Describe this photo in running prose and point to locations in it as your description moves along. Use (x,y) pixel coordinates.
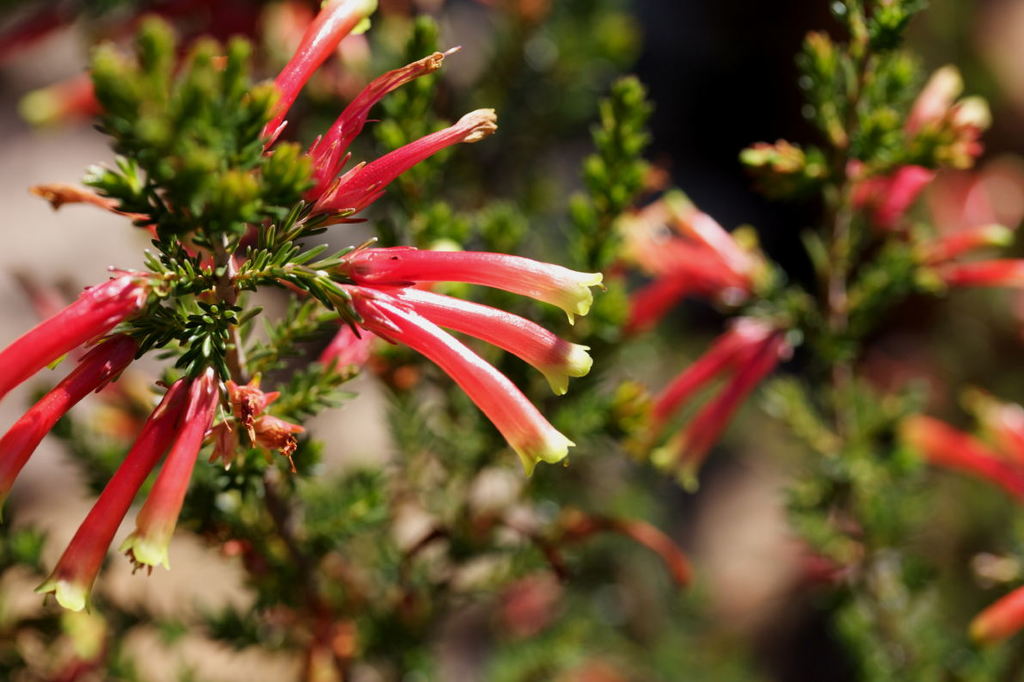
In this image we can see the red color flowers (395,250) to the plants (870,304). Some part of the image is blurred.
